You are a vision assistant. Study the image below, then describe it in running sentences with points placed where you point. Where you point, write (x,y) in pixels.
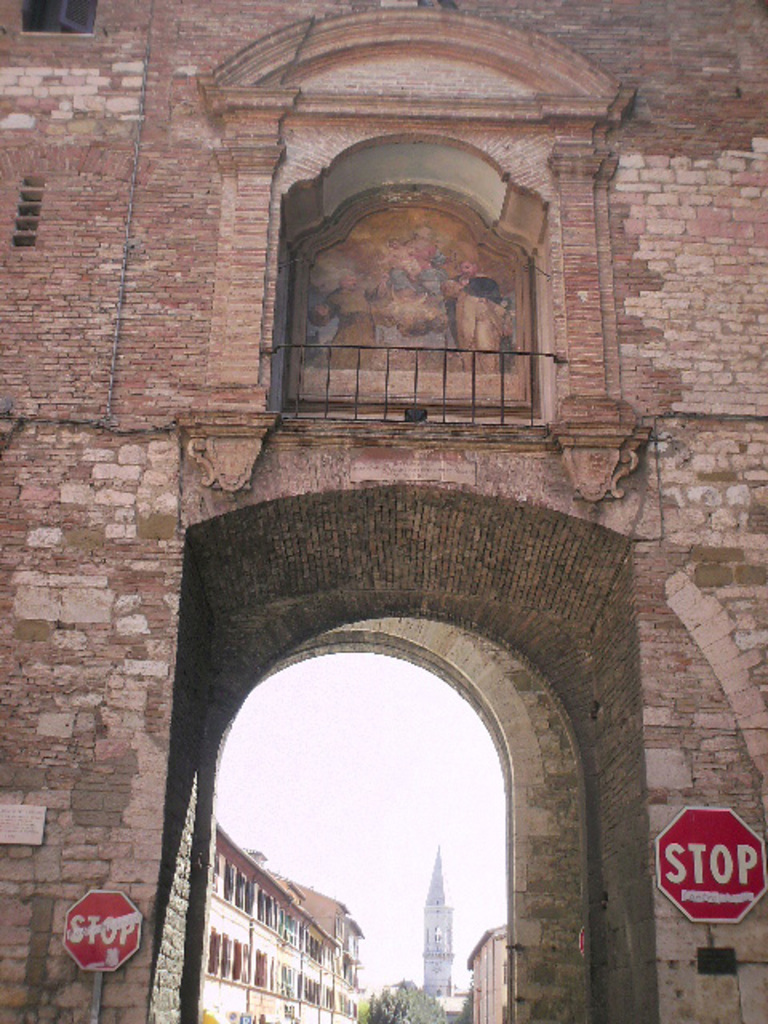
In this image, I can see a wall (405,447) with iron grille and an arch (370,619). At the bottom of the image (97,926), there are sign boards (710,895), buildings (437,980), trees (407,1003) and the sky (355,802).
